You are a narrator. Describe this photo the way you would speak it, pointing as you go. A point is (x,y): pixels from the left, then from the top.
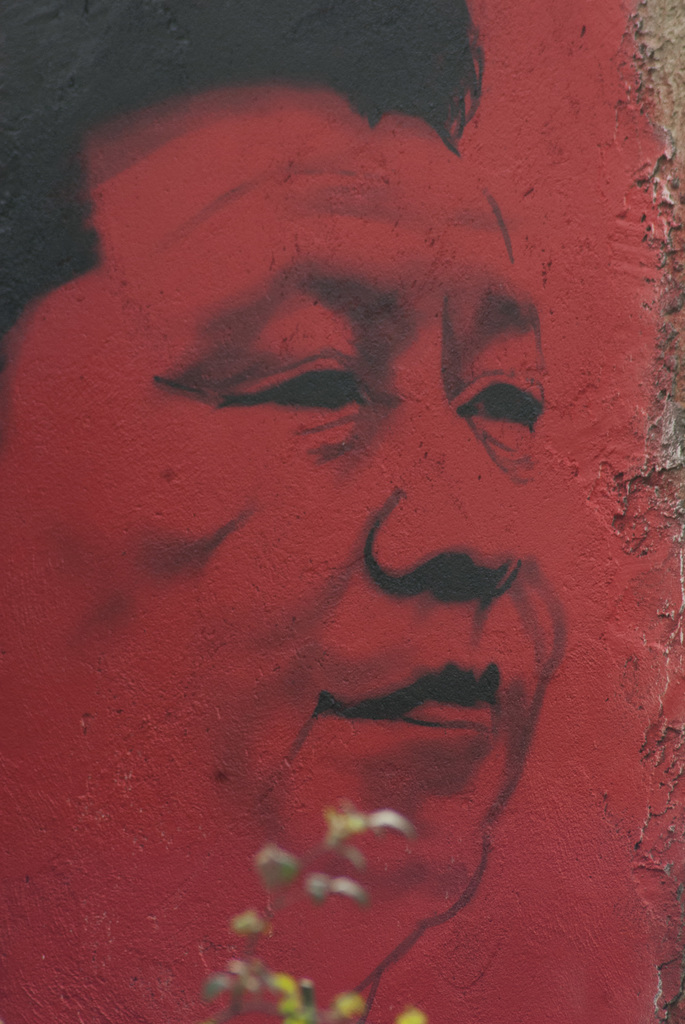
In this image, we can see a painting (382,253) of a person (536,365) which is in red color.
